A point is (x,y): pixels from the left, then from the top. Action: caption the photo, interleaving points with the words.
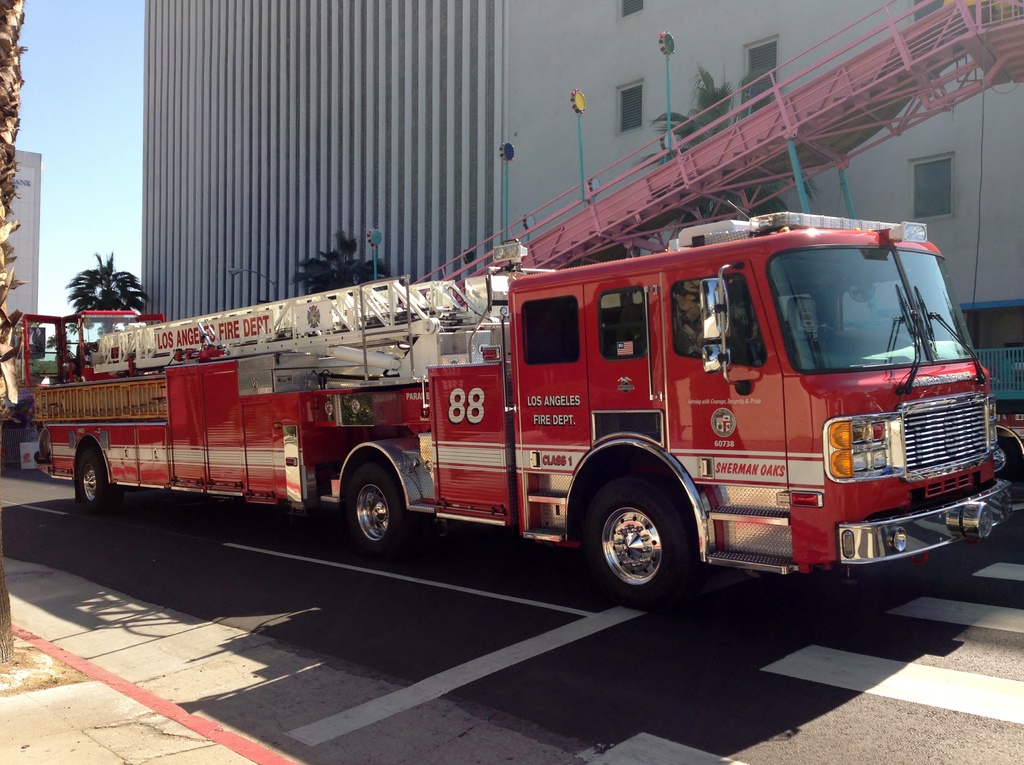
In this picture I can observe red color vehicle (437,458) on the road (281,543) in the middle of the picture (531,350). In the background (327,213) I can observe a building (360,174) and trees (94,282).
